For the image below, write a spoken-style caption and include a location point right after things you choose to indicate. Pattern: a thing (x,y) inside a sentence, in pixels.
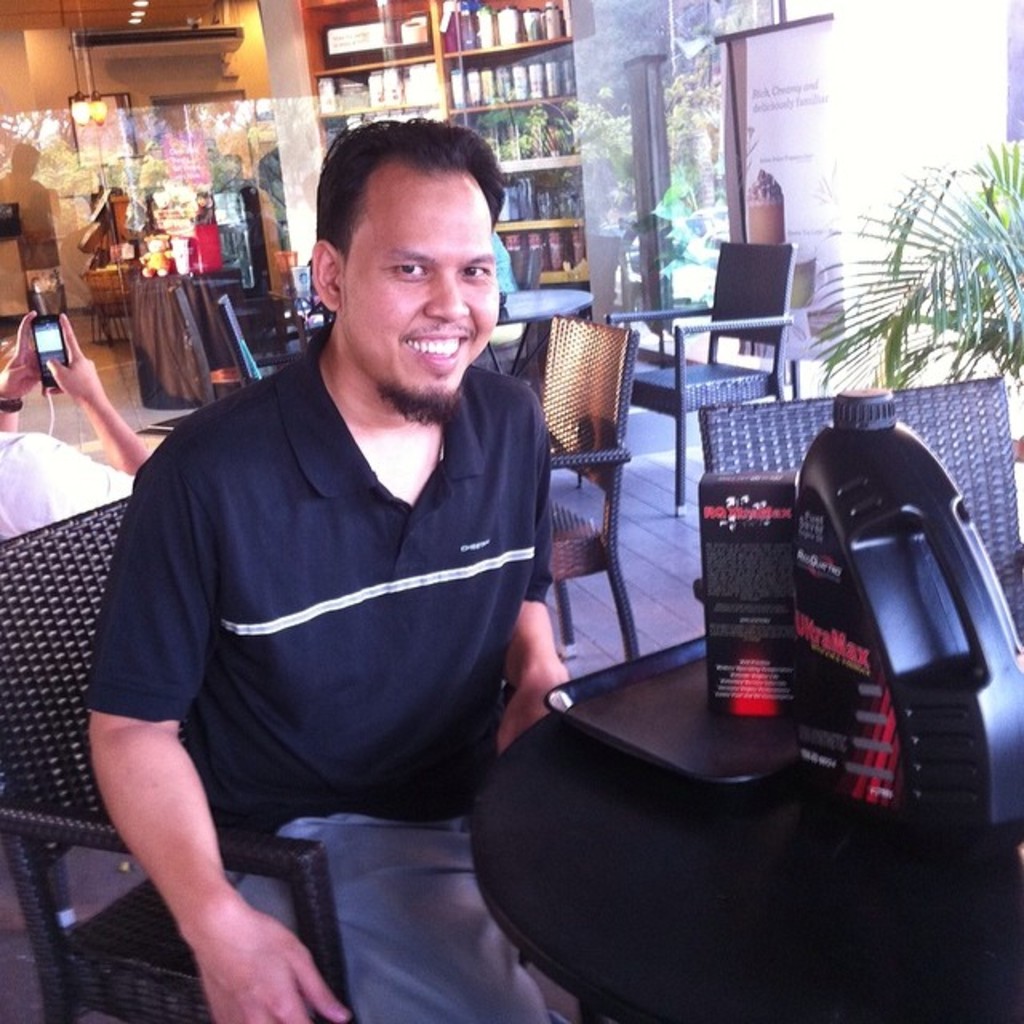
In this picture we can see a man (283,777) sitting on a chair (85,681) and smiling and beside him we can see a table (730,787) with a can (844,679) and a tray (697,679) on it and at the back of him we can see a person (1,371) holding a mobile (44,322) and in the background (533,319) we can see chairs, trees (234,157), racks (362,74), banner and some objects (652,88).
